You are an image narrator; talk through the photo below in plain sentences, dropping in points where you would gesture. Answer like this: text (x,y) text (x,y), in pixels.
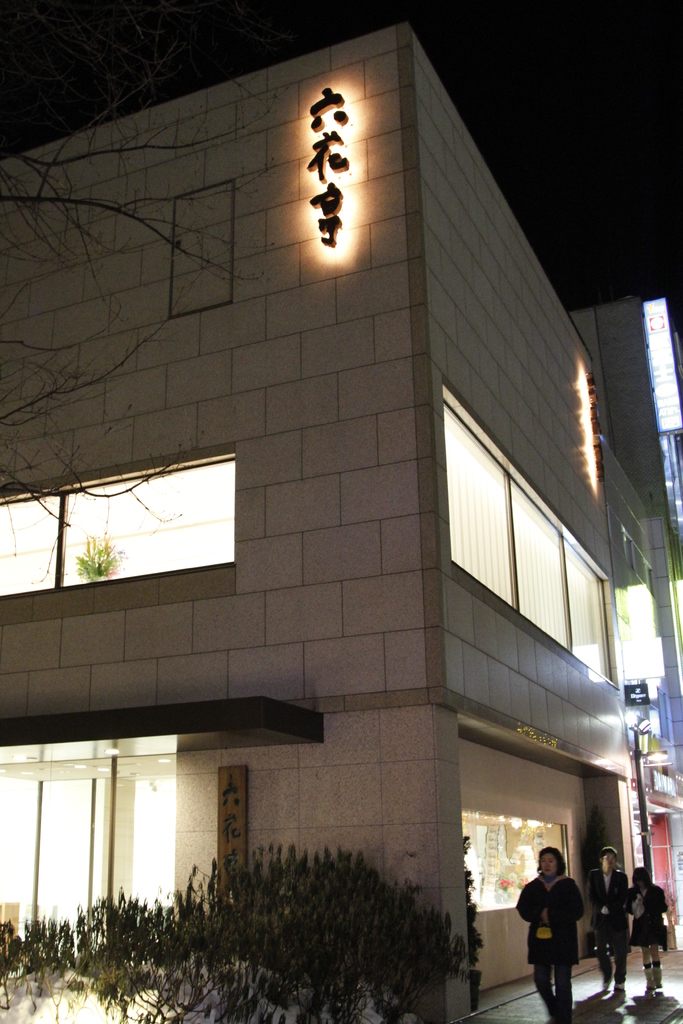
Here in this picture we can see a building (392,590) and we can also see windows (177,517) on it and on the road (493,1014) we can see few people (549,861) walking over there and on the left side (226,989) we can see plants (235,920) present and we can see hoardings (653,643) here and there.
